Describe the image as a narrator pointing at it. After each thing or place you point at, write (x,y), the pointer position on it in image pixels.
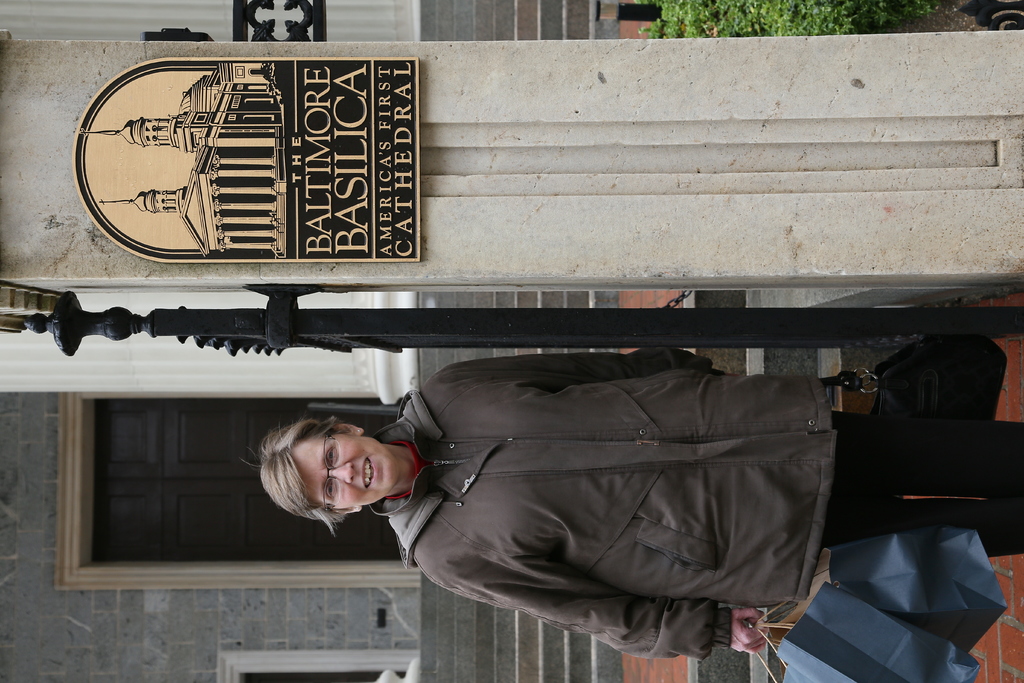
In the picture we can see a woman (703,620) standing near some pillar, she is wearing a jacket (692,609) and holding a bag (940,394) and to the pillar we can see some board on it, we can see a name Baltimore basilica, in the background (822,15) we can see some house building (54,492) with some steps (609,28) and some plants (706,23).
